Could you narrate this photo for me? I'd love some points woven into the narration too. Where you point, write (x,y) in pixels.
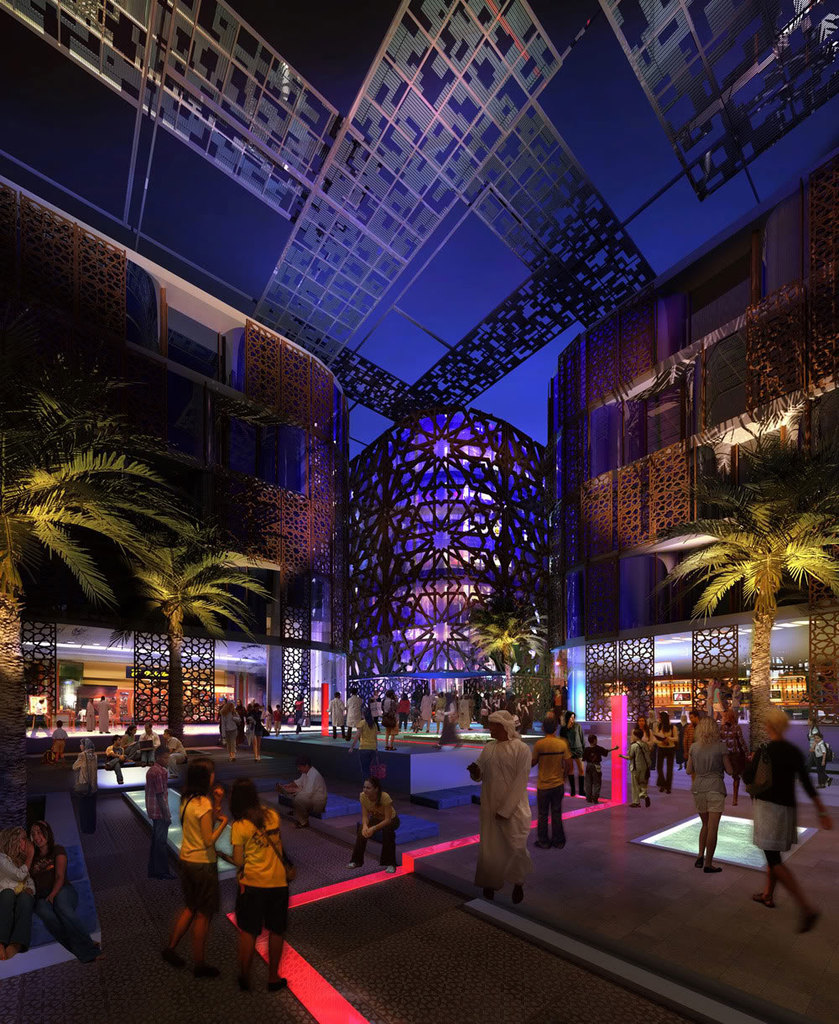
This image is clicked outside. There is building (320,607) in the middle (436,483). There are trees (50,530) in the middle (507,653). There are some persons (450,701) at the bottom (269,834).
